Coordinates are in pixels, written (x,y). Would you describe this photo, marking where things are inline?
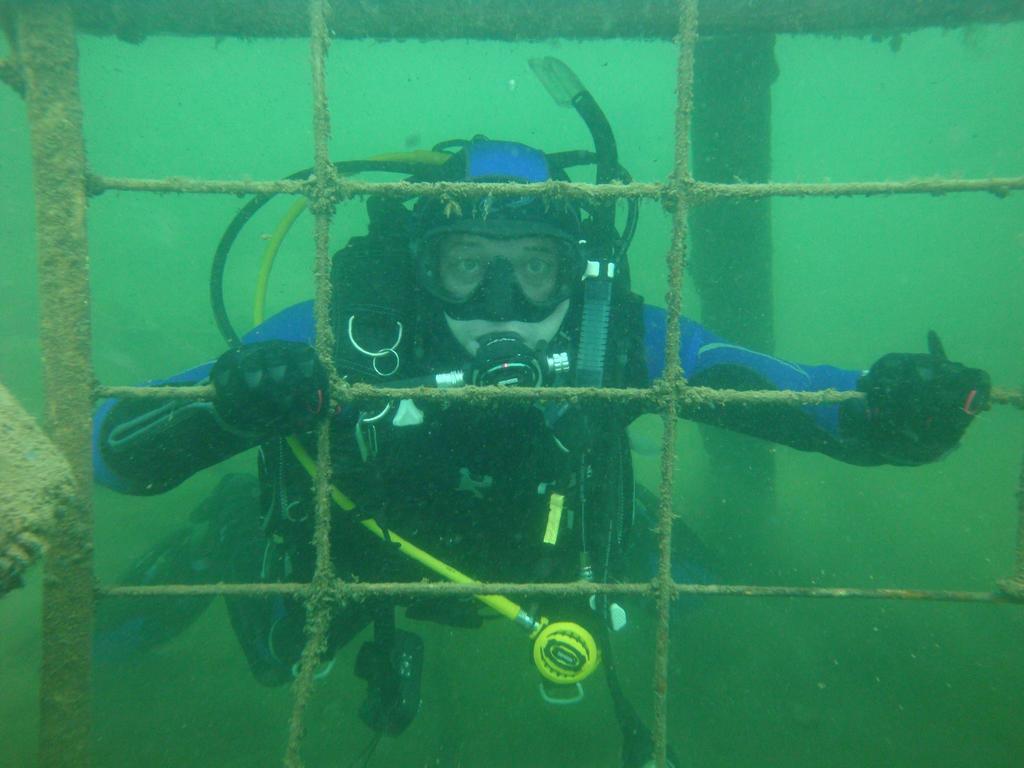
In this picture we can see a person (448,333) with oxygen (508,354) in the water (1007,115), he is holding a iron grill (437,586).
